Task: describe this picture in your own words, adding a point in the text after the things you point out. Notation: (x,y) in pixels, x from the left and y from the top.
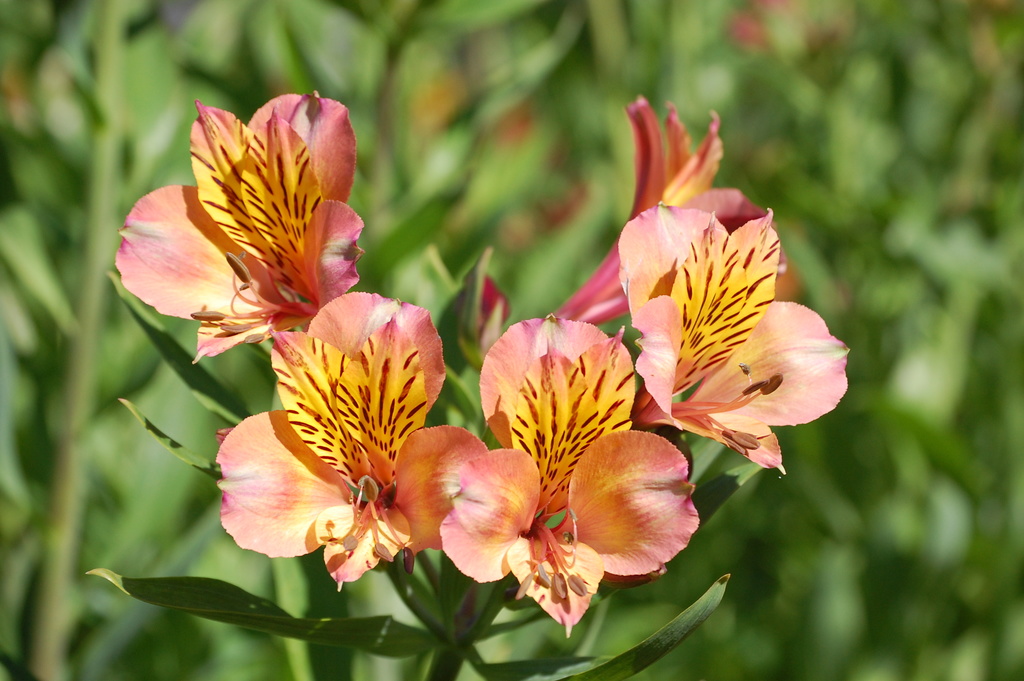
In this picture we can see there are flowers (429,443) to the stem (429,571). Behind the flowers (332,460), there is the blurred background (876,489).
